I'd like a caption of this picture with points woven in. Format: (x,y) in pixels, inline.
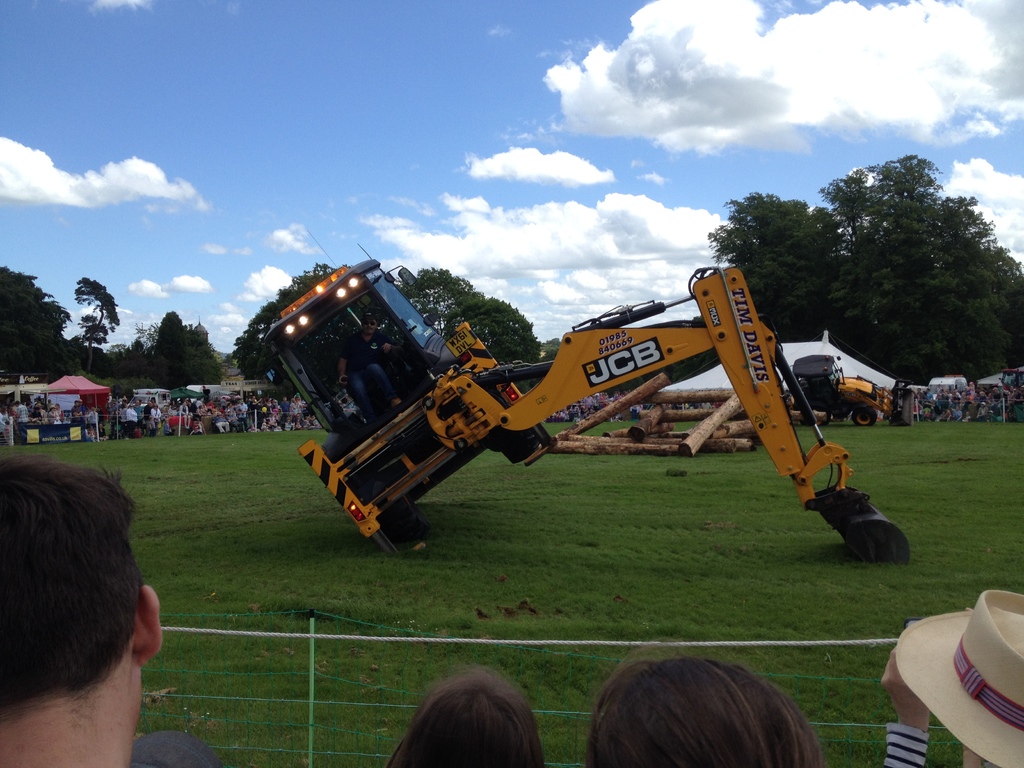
There is a JCB (431,372) and a person (355,363) is sitting on that. There are lights (308,297) for the JCB (343,298). It is on a grass lawn (563,507). In the background (666,445) there are logs (676,413). There are many people (200,408) in the background (134,414). Also there are tents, trees (831,277) and sky (527,168) with clouds (693,106) in the background (669,161). Some people (630,714) are there in the front (757,718). There is a hat (939,683) on the right corner (930,681). Also there is fencing (313,663) with ropes (549,710).
